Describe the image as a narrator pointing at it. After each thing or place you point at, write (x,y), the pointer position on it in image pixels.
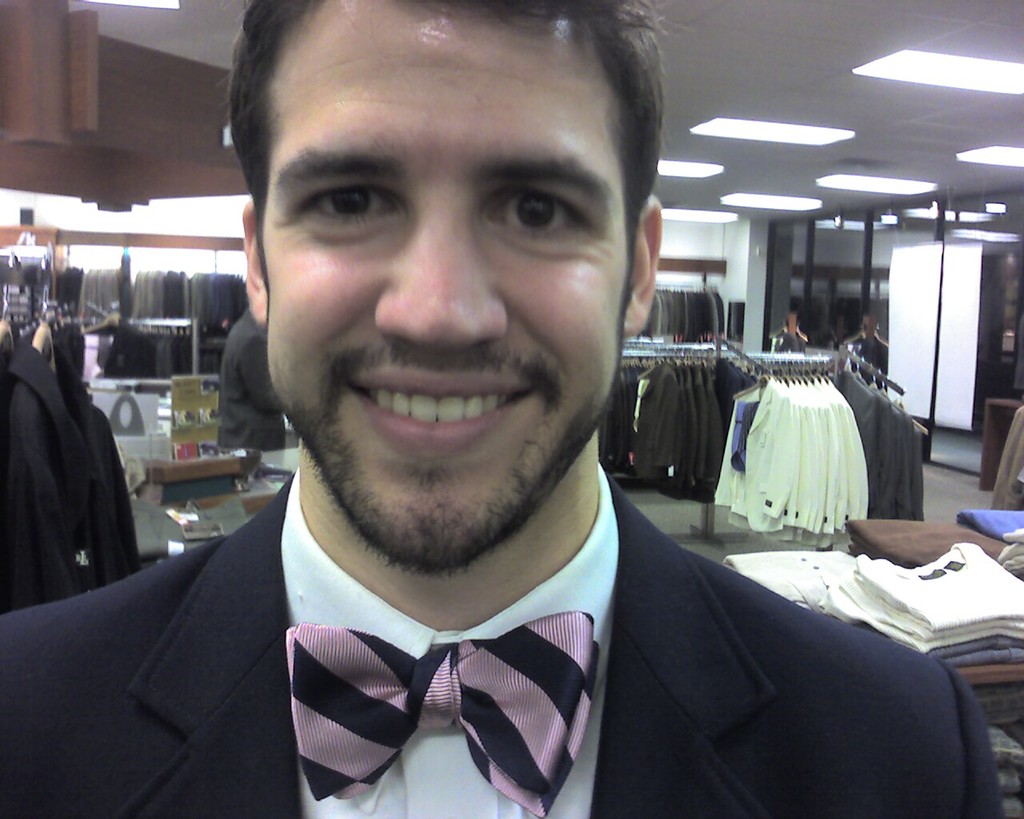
In this image in the front (369,493) there is a person (405,532) smiling. In the background (259,412) there are clothes (783,443), lights (790,136) and there are persons (236,435) and there is a wall (715,258).
